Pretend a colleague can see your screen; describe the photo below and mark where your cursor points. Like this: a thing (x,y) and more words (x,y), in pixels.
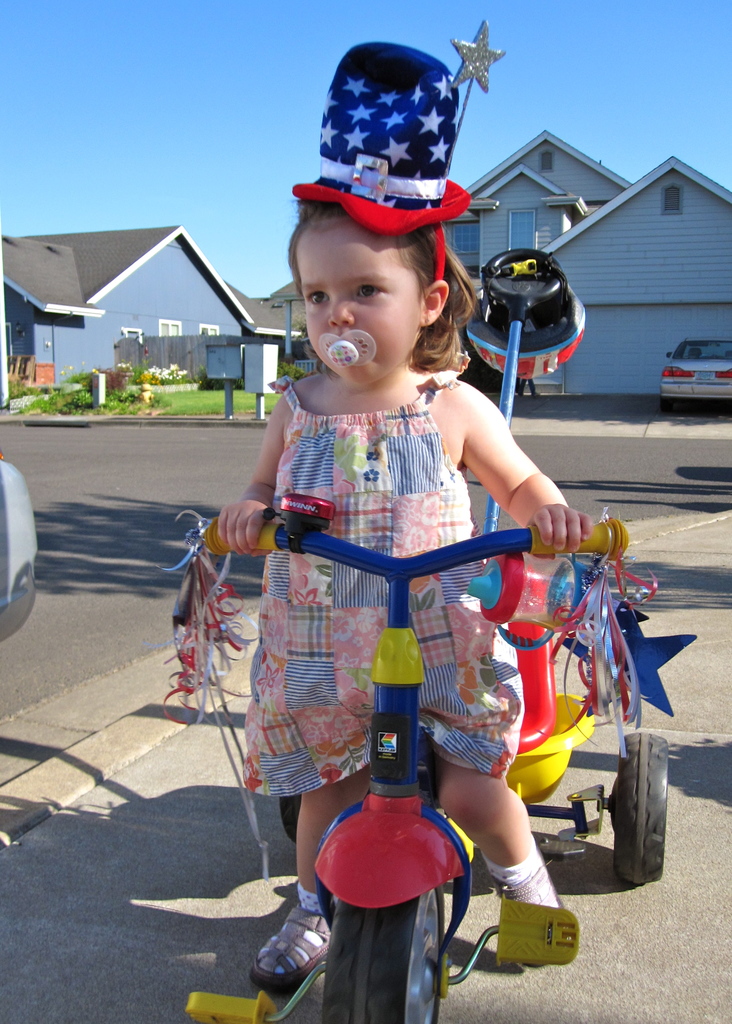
In the image there is baby (489,414) standing by holding the handlebars (393,589) of a toy vehicle (399,647), she is wearing a magic hat (402,158) and behind the baby (364,247) there are few houses (580,292) and on the left side (202,383) there is a small garden (187,408) beside the house (58,343). There is a car (675,402) parked in front of one of the house (635,343) on the right side (675,348), the climate is sunny.
